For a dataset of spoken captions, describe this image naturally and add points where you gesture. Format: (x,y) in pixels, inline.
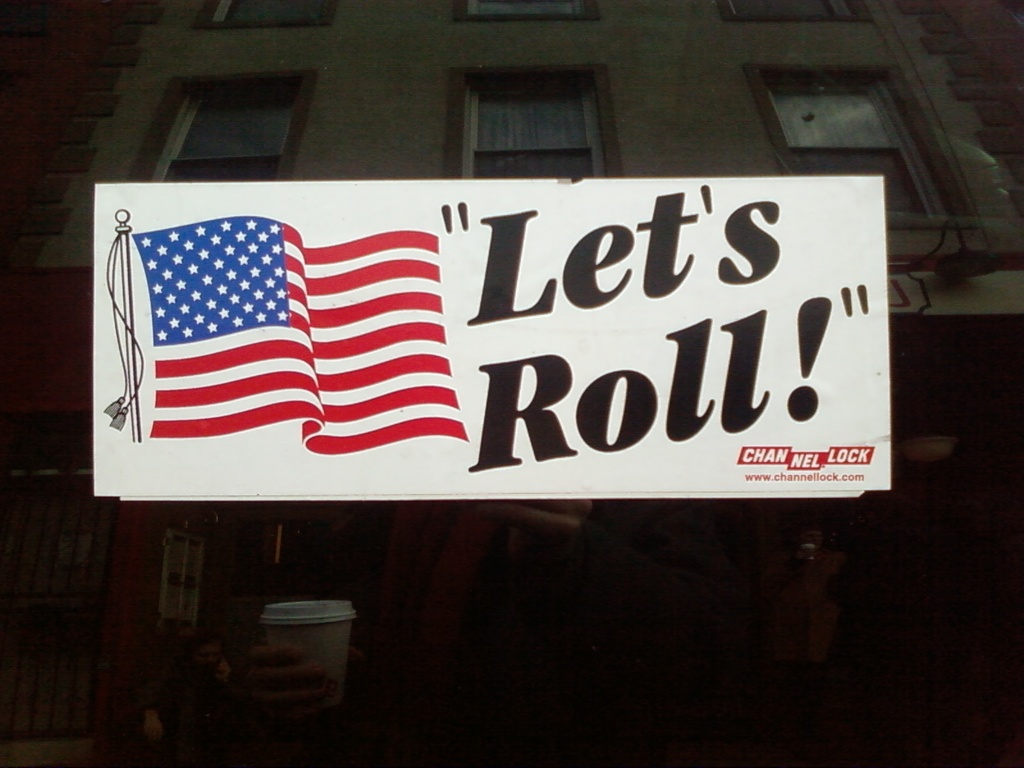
In this image we can see a name board (307,352) pasted on the mirror (911,174). From the mirror (310,136) we can see building (963,94), windows (495,115) and persons (201,656).
